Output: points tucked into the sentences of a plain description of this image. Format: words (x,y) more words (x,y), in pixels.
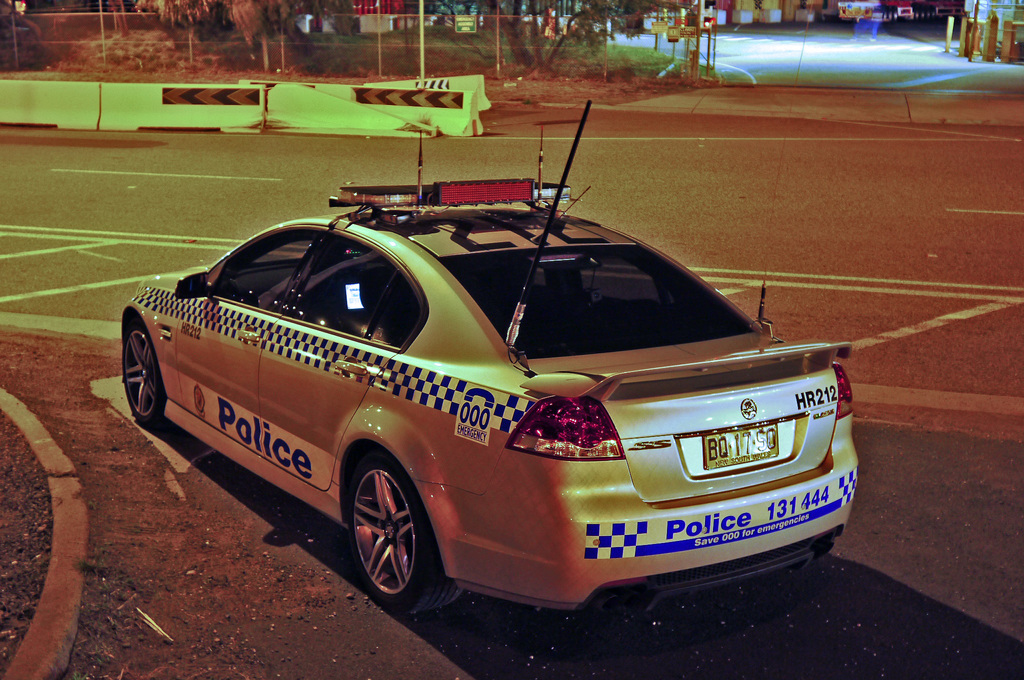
In the center of the image (549,366) we can see a car (545,536) on the road (866,629). In the background (152,38) there are boards (471,21), trees (293,6) and fence (501,58).
